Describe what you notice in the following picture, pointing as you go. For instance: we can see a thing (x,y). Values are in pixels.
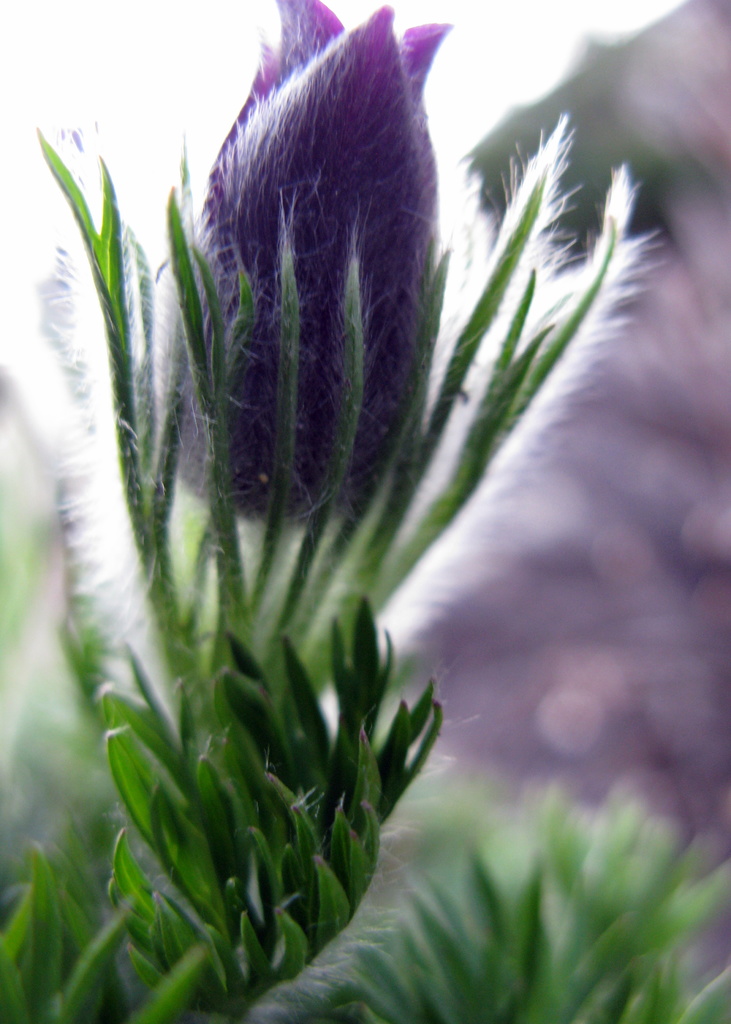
In this picture I can see there is a grass (592,892), some plant (271,764) and it has a bud (305,304).
